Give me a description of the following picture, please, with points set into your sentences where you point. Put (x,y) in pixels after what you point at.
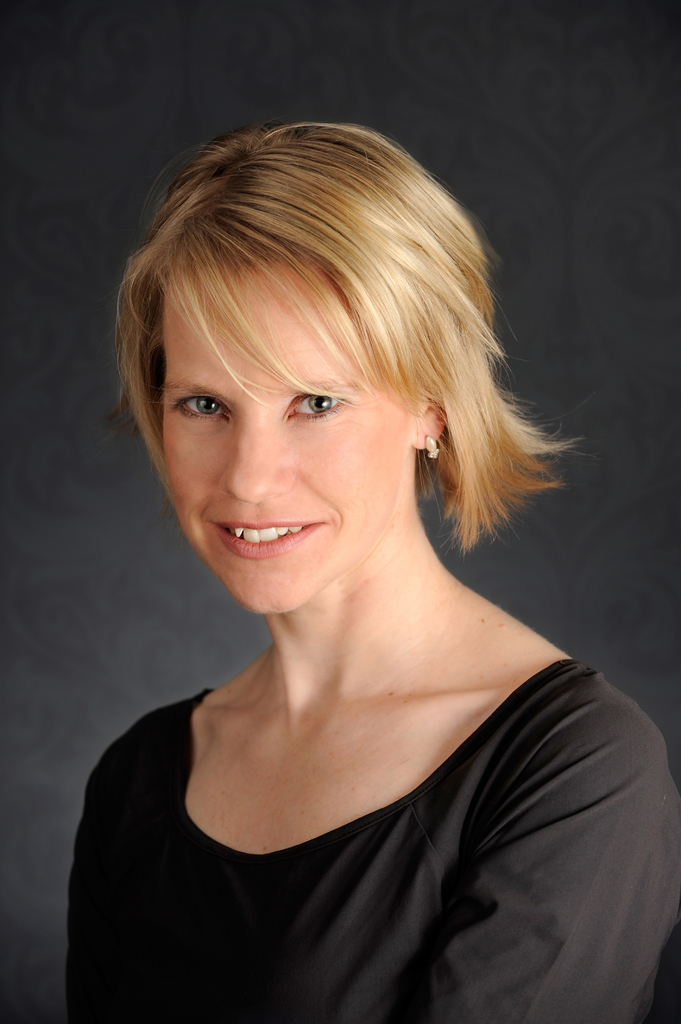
In this image I can observe a woman (430,562). She is wearing a black t-shirt (425,804). Her hair (423,303) is blonde in color.
